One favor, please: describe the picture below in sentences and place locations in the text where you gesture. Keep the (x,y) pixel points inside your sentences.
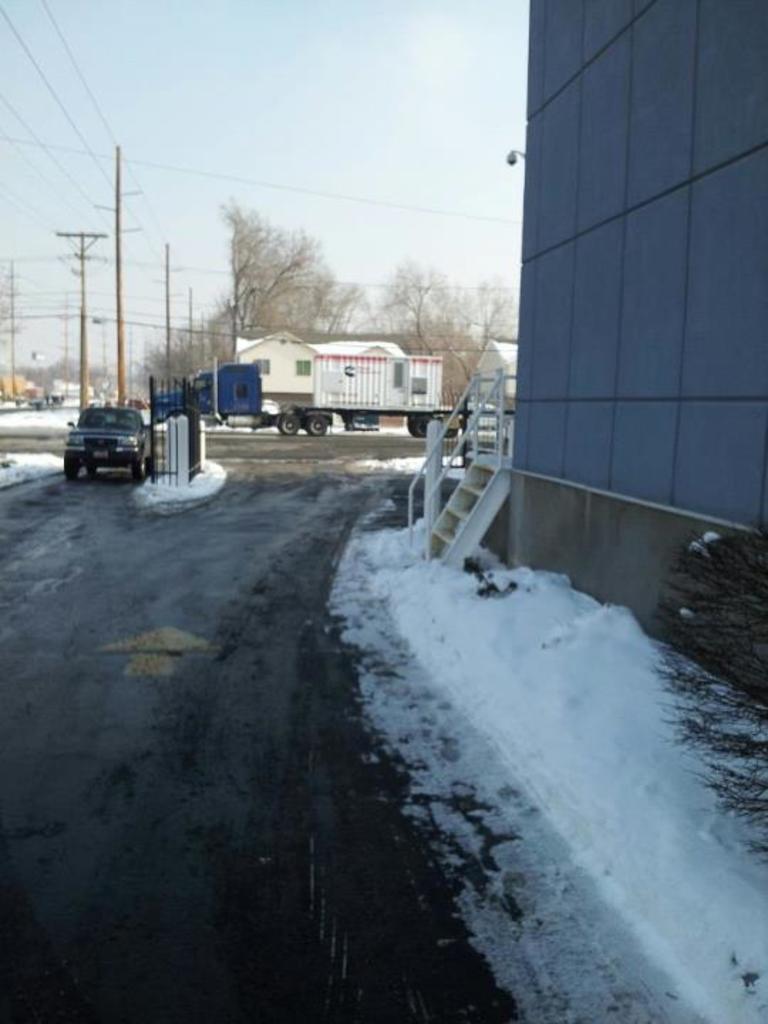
In this picture we can see vehicles (333,378) on the road (206,717), wall (681,92), snow (533,706), poles (121,349), trees (410,315), some objects (10,383) and in the background (32,340) we can see the sky (378,153).
